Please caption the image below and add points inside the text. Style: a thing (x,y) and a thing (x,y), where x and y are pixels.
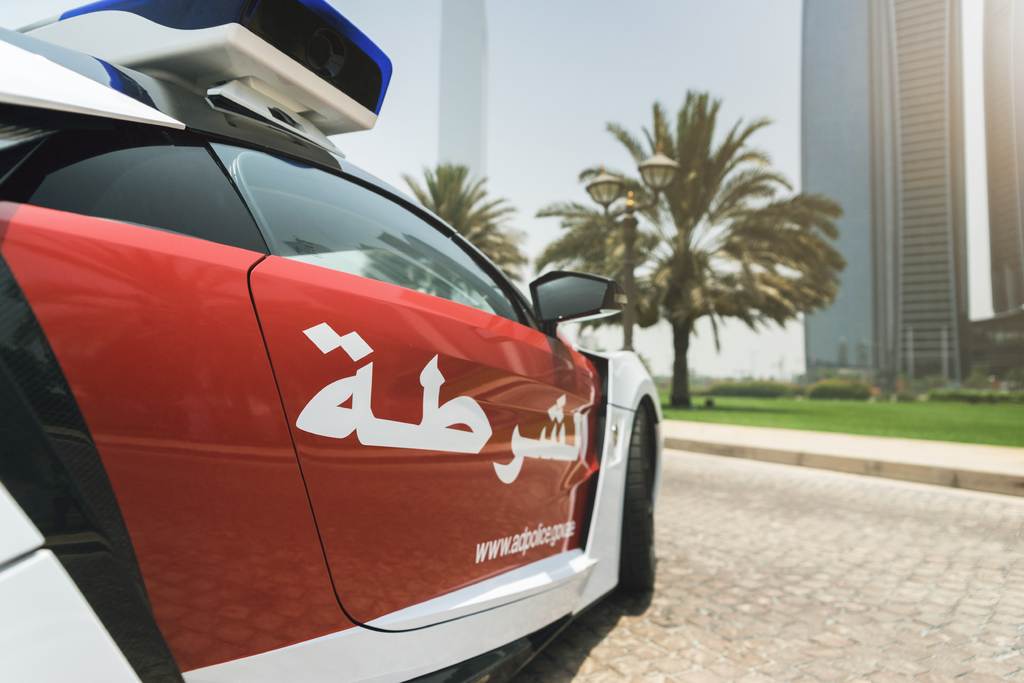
In this picture I can see a car (438,389) and couple of trees (725,303) and plants (842,380) and I can see buildings (929,200) and grass (836,430) on the ground (870,402) and couple of lights (661,161) to the pole (629,244) and it looks like a tower (465,158) on the back (463,64).
